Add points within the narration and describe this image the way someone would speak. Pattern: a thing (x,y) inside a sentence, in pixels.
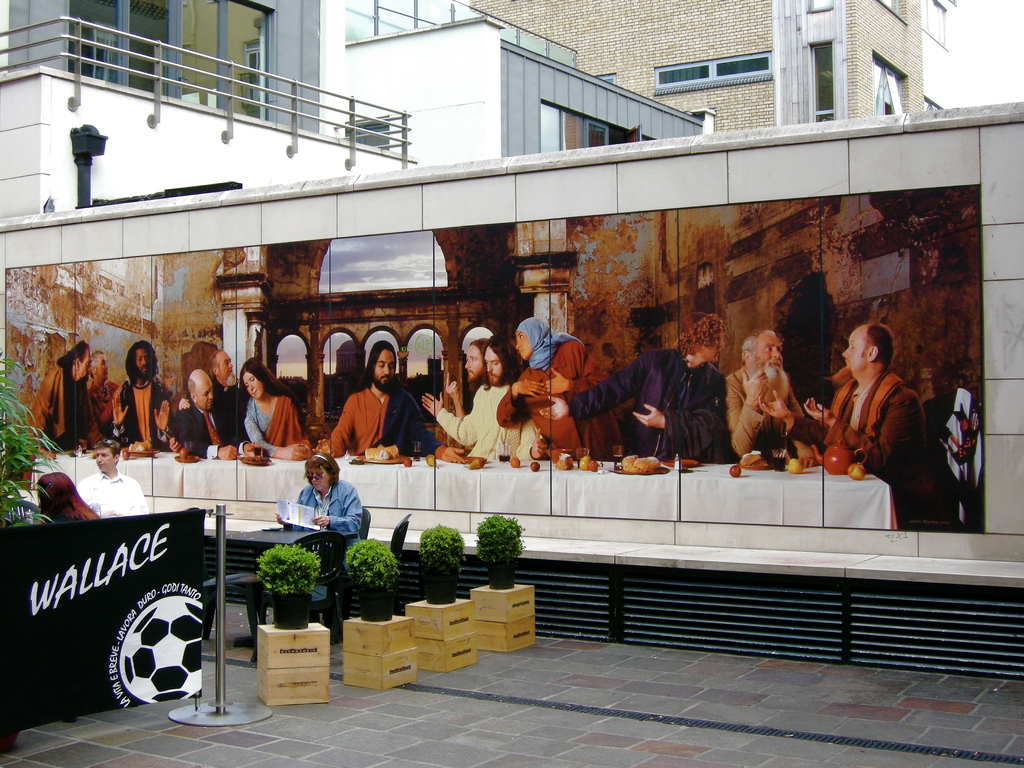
In this image we can see a big poster (884,376) on the wall (1012,209). At the top of the image (100,62), we can see the buildings (589,31). At the bottom of the image (512,734), we can see pavement (253,731) and a banner (42,688). Behind the banner (117,612), we can see people (307,487), chairs (321,532), table (252,532) and potted plants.
